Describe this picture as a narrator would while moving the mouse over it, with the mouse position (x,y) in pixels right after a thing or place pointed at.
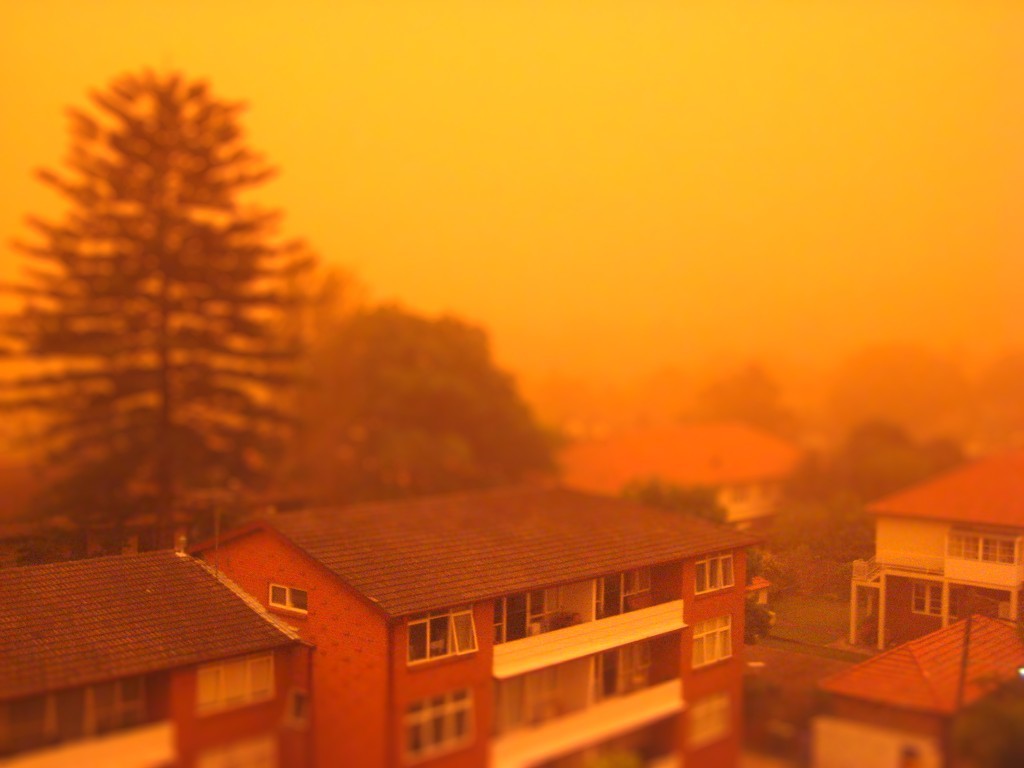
In this image there is the sky (669,146) truncated towards the top of the image (710,112), there are trees (779,570), there are houses (583,579), there are houses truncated towards the right of the image (985,656), there are houses (598,721) truncated towards the bottom of the image (127,714), there is a house (37,618) truncated towards the left of the image (42,702), there are windows (440,635).
